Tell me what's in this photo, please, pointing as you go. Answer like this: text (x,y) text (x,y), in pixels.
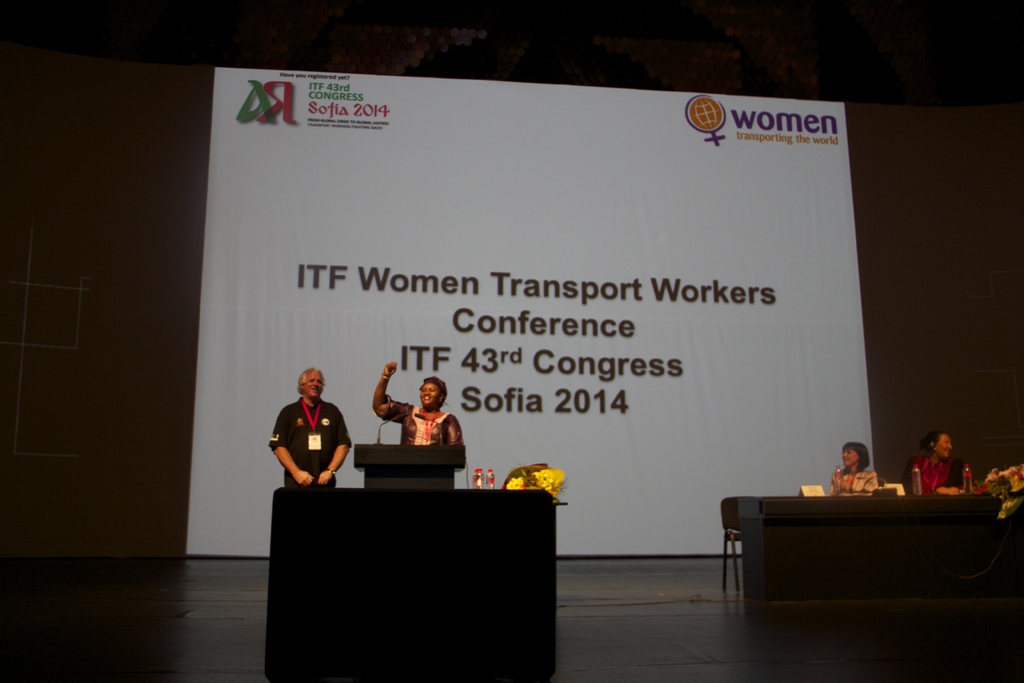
In this image we can see four persons (304,416) on the stage (632,615), two persons (422,438) are standing near the podium (408,451) with a mic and there is a table (451,570) with bottles (488,486) and few objects (542,479) on it, on the right side (857,481) there are two persons (870,471) sitting on the chairs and there is a table (821,544) with few objects (897,493) and there is a banner (794,490) with text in the background (777,492).
